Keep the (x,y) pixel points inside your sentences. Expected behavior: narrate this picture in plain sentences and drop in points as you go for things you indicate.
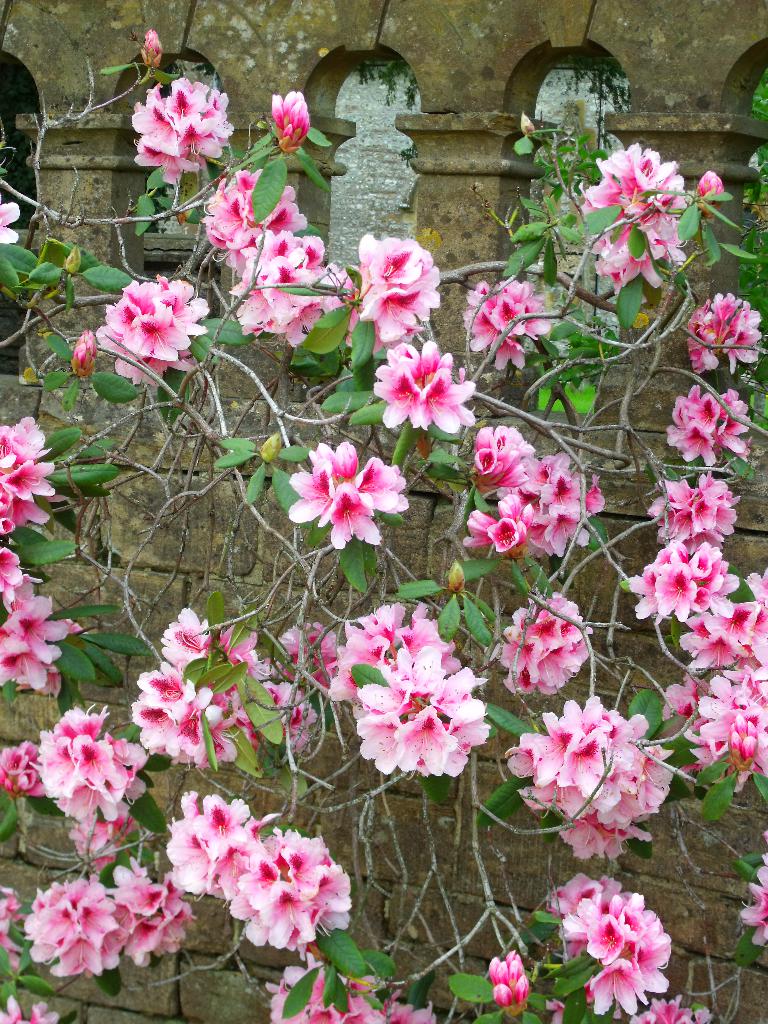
In this picture there are pink color flowers (538,652) on the plant (575,977). At the back (413,28) there's a wall (504,88).
